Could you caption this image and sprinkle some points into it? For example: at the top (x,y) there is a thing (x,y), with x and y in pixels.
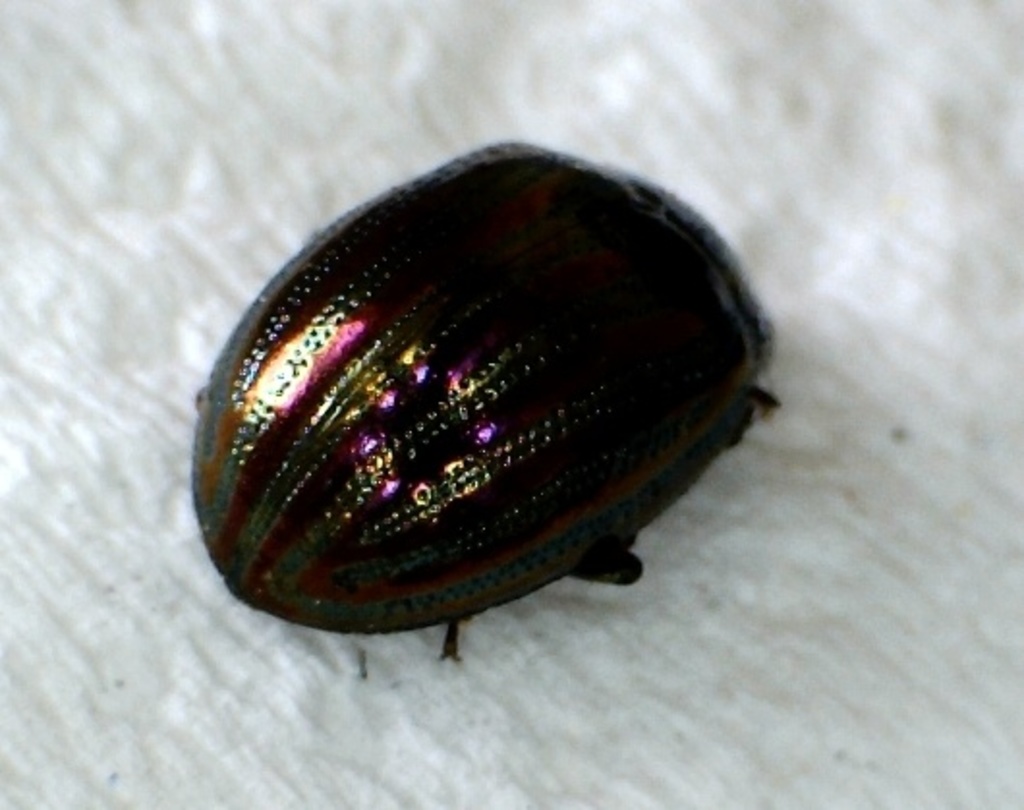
In picture I can see the insect (339,545) on the white color blanket (706,596) or other object (658,584).
